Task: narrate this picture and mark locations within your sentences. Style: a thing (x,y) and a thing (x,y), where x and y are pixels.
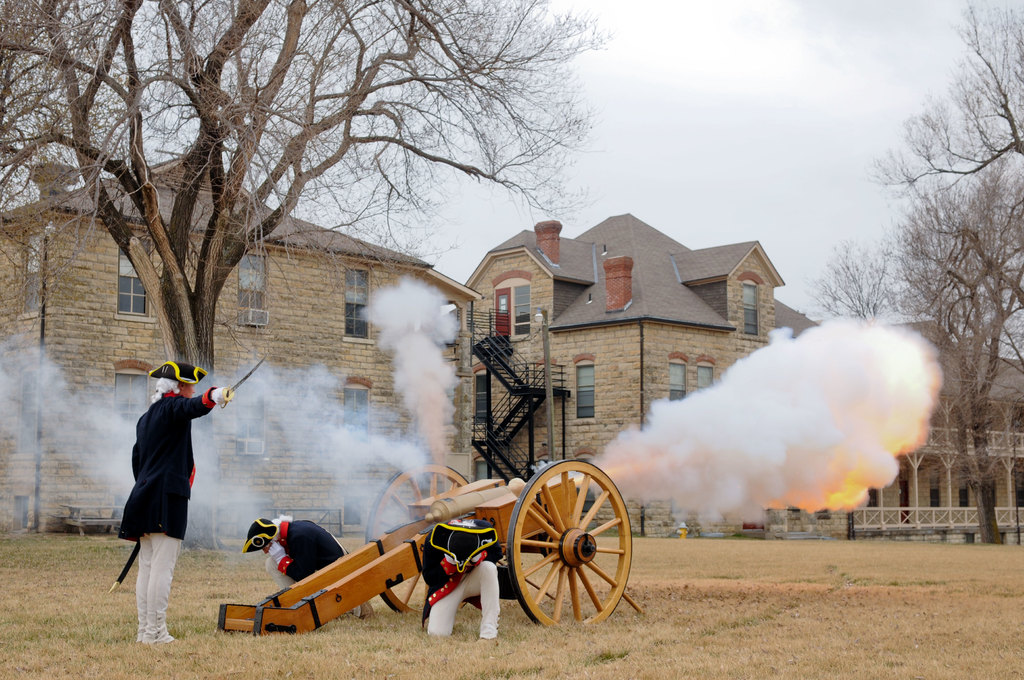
This picture is taken from the outside of the city. In this image, on the left side (162,591), we can see a man (165,572) standing and holding knife (232,394) on one hand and some other objects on the other hand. In the middle of the image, we can see a war vehicle (613,489). In the middle of the image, we can also see another man (484,579) is in squat position. In the middle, we can also see another person (253,529). On the right side (845,384), we can see some smoke (755,467). In the background (349,435), we can see a staircase (501,356), building (703,360), window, trees (998,325). At the top (641,64), we can see a sky (757,170) which is cloudy, at the bottom (908,602), we can see a grass (894,572).
